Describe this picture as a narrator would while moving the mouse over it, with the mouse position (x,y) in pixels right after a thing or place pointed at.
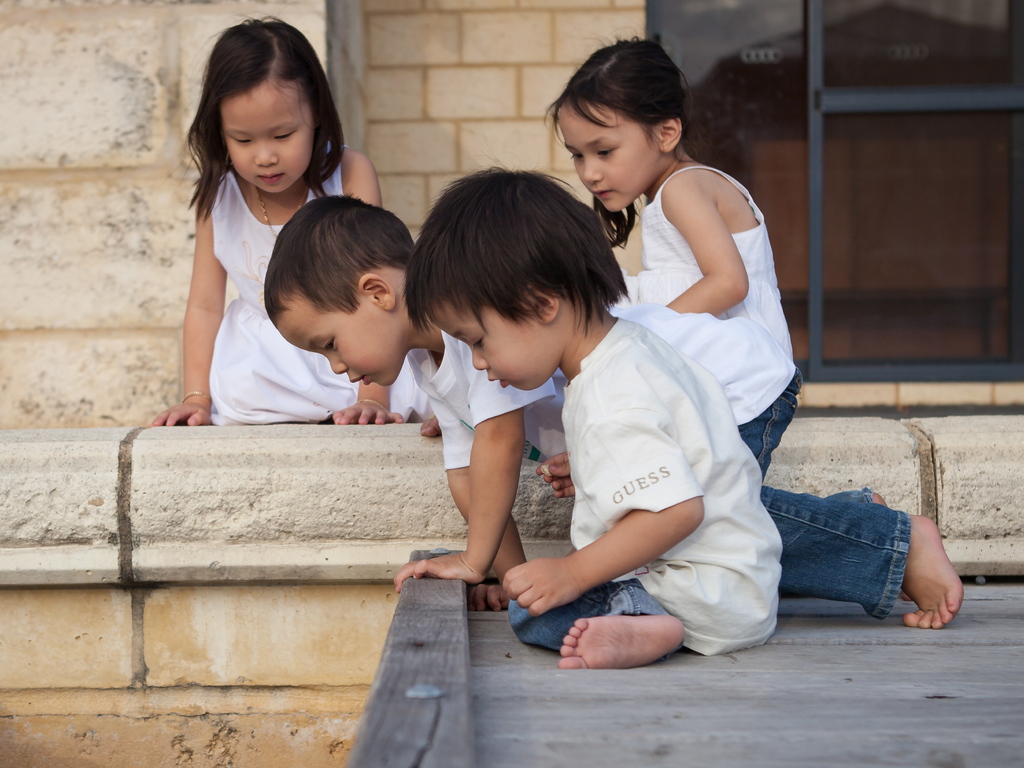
In this image I can see four people (469,277). In the background (390,145), I can see the wall (465,57) and a window (855,202).
